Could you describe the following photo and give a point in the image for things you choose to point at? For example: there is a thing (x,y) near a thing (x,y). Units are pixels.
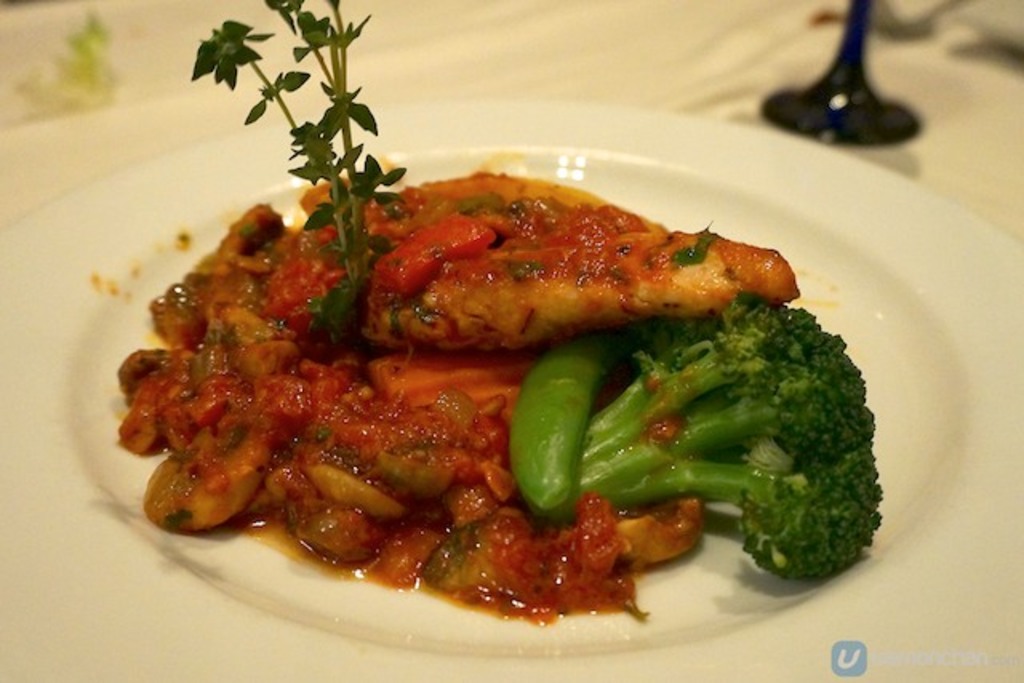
In this image on a plate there is some food (674,439). The plate (660,155) is kept on a table (573,88). There are few other things (840,79) in the background (844,61).
